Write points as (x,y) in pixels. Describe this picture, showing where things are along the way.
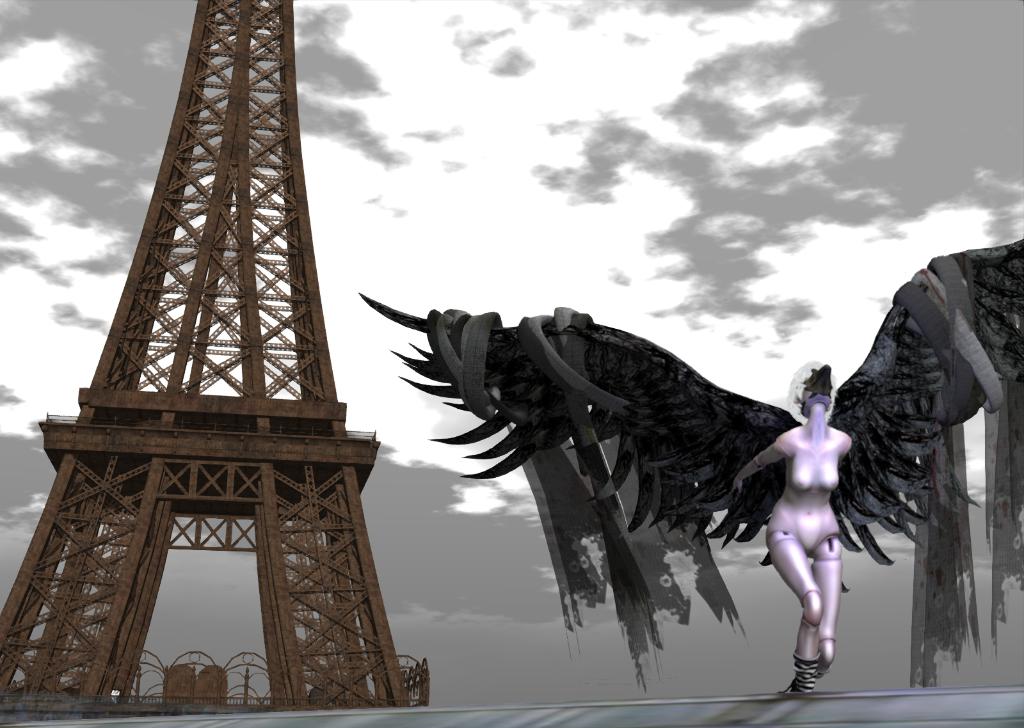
This is an animated image. On the left side (149,383) there is a tower (225,375). On the right side (790,441), I can see a person (821,515) who is having wings (778,418) to the shoulders (793,437). At the top of the image (500,185) I can see the sky (500,185) and clouds (758,69).
